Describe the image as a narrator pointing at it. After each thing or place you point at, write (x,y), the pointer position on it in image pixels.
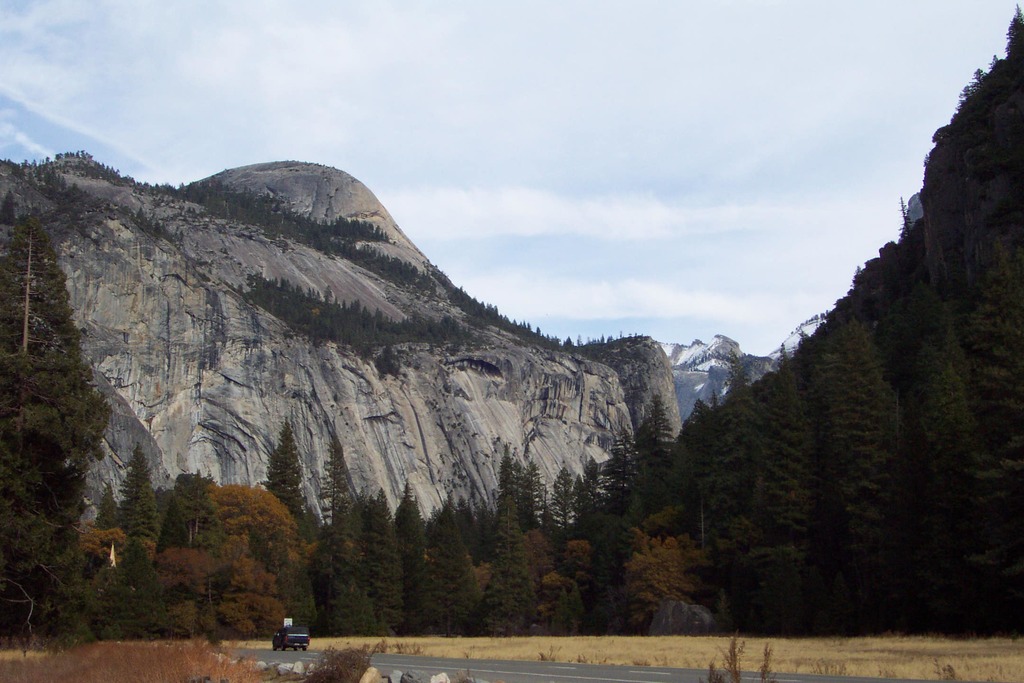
In this image in front (181,656) there are plants (197,658). In the center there is a vehicle (283,644) moving on the road (271,651). In the background (397,548) there are trees (755,447) and there are mountains (400,293) and the sky (620,141) is cloudy.
